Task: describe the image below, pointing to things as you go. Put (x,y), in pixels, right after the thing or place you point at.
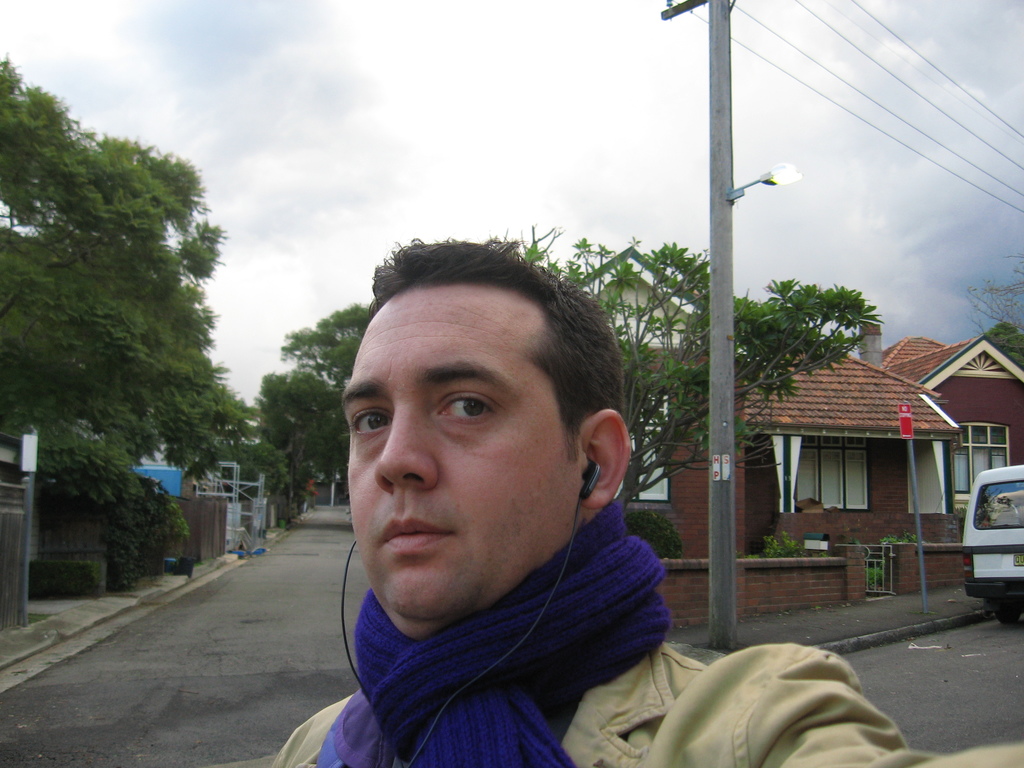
In this picture there is a man (527,493) with jacket (620,743). At the back (95,428) there are buildings (862,390) and trees (755,382) and poles (717,213) and there are wires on the poles (732,190). On the right side of the image (1020,480) there is a vehicle (982,487) on the road (930,683). At the top (274,44) there is sky (281,179) and there are clouds (428,172). At the bottom (944,683) there is a road (947,639).
